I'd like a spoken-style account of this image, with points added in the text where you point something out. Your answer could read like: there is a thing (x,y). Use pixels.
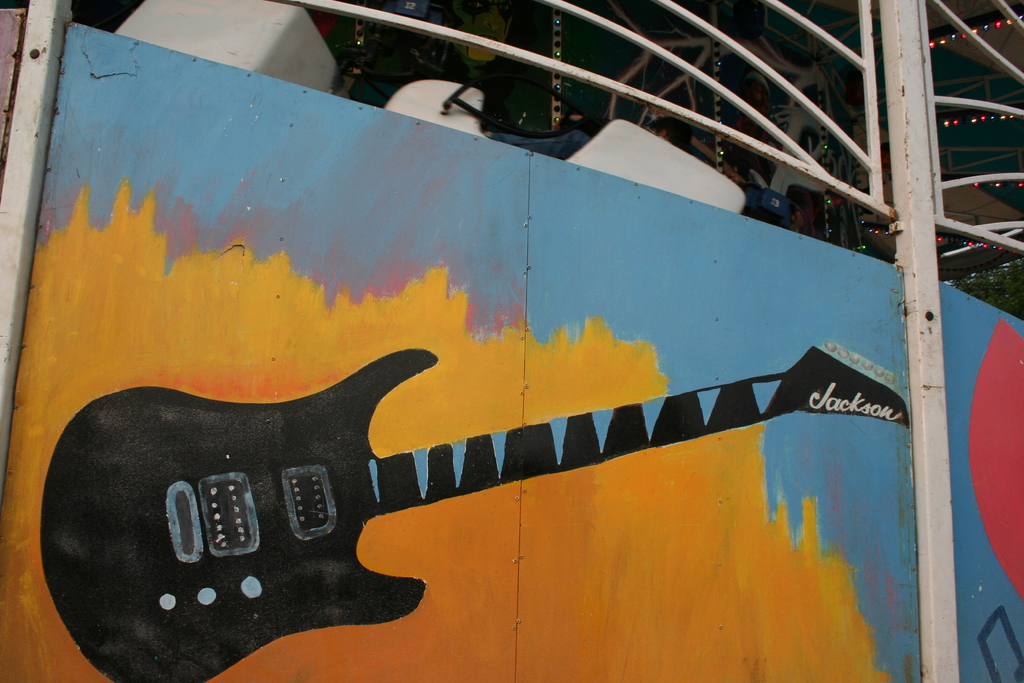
In this image there is a gate (493,495) and we can see painting (320,496) on it. In this painting (812,488) there is a guitar (361,513).
